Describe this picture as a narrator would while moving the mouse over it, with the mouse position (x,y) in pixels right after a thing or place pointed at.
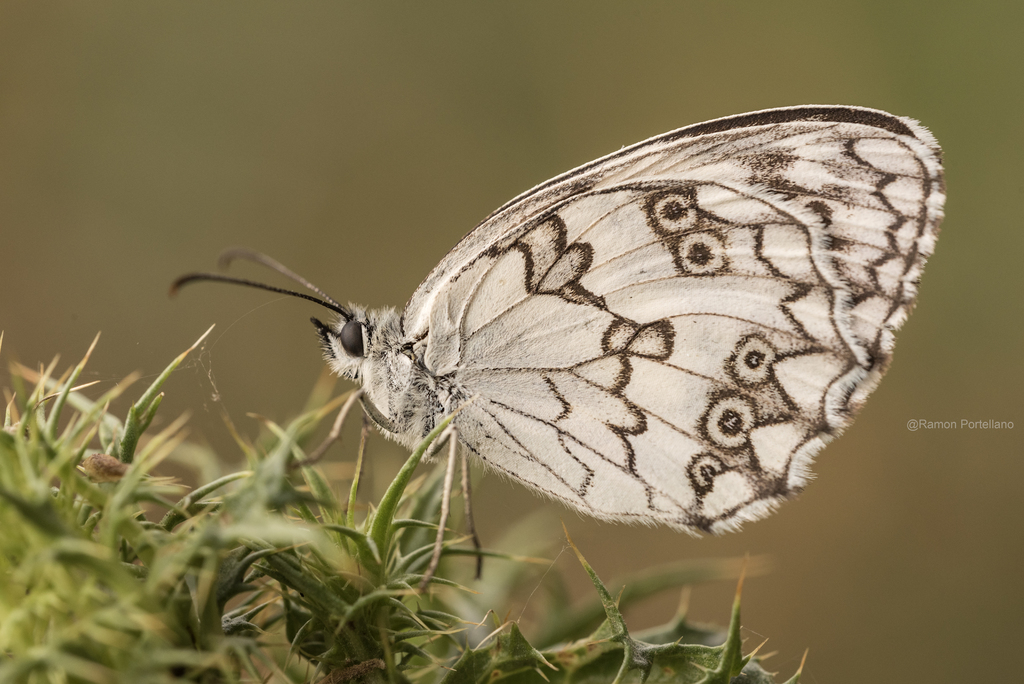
In the center of the image (611,235) there is a butterfly (503,232) on the grass (260,546).
